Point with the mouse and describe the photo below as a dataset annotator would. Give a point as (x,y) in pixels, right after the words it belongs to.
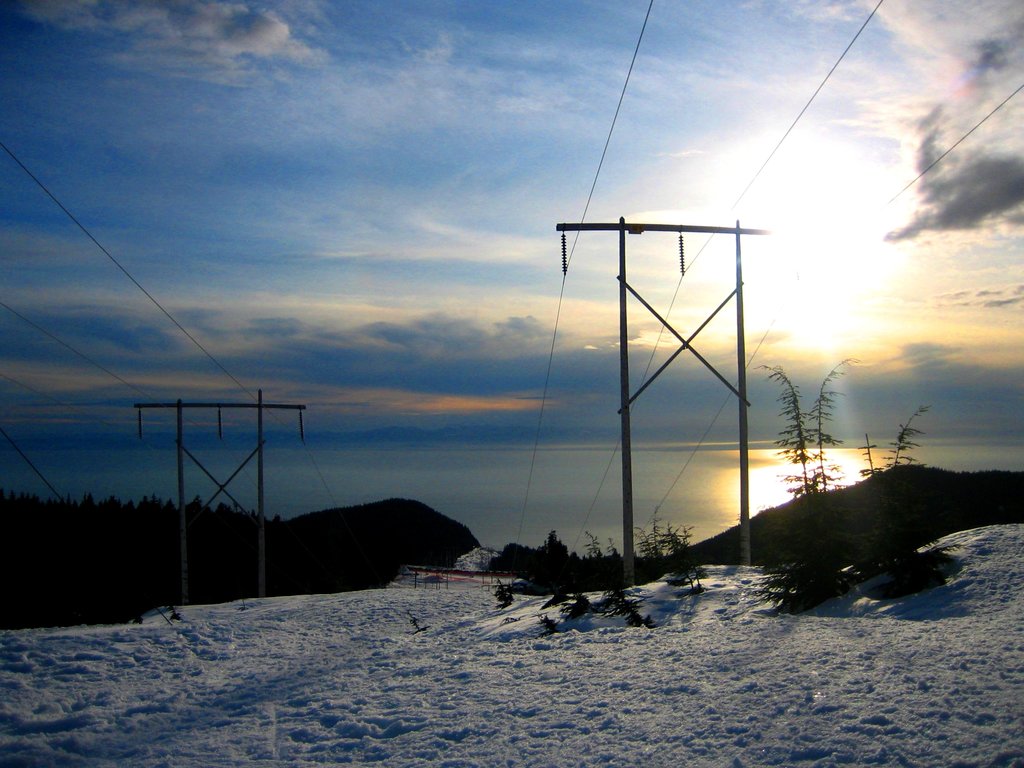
In this image there are electric poles (178,437) on the ground (682,611). There is snow (551,665) on the ground (645,665). In the background (802,514) there are mountains (842,497) and trees (371,540). At the top (505,160) there is the sky (523,151).
